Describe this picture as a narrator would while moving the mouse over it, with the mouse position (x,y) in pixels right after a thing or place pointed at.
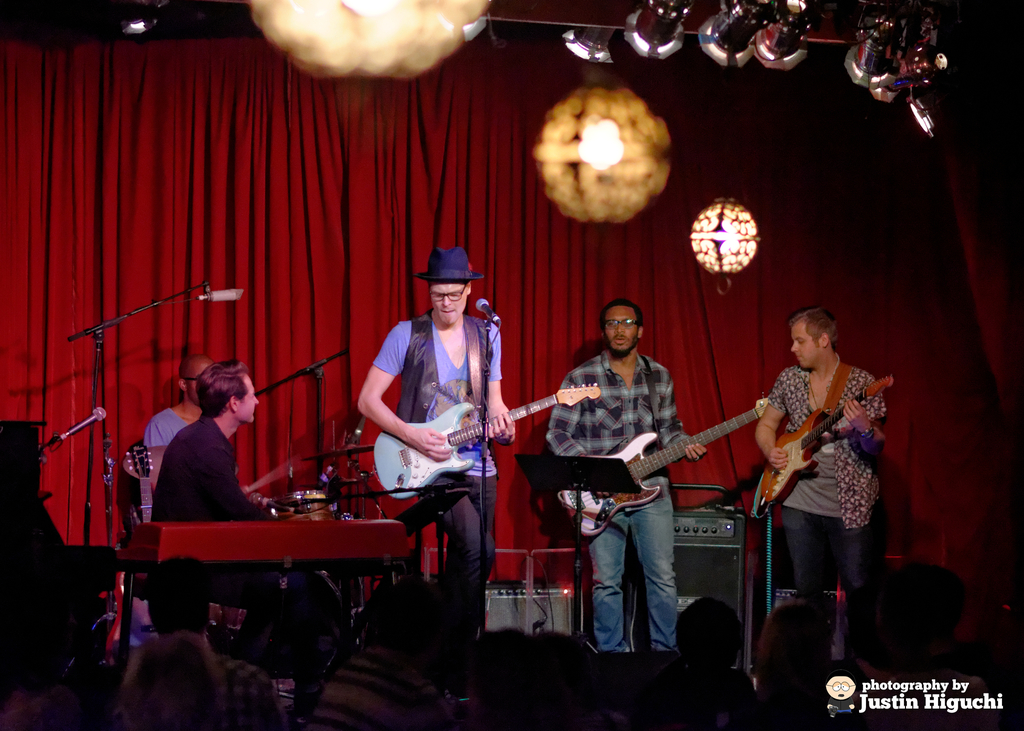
In the left bottom (231,497), there are two people (158,502) sitting on the chair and playing musical instruments (292,505). In the right middle (874,426), there are three person (472,392) standing in front of the mike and playing guitar (453,437). On the top (615,110) there are lights (358,39) hanged. In the background (686,205) there are curtains (627,229) red in color. At the bottom (720,722) there are group of people (205,598) sitting. At the bottom right (873,704) text (929,684) is there. This image is taken inside a stage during night time.
